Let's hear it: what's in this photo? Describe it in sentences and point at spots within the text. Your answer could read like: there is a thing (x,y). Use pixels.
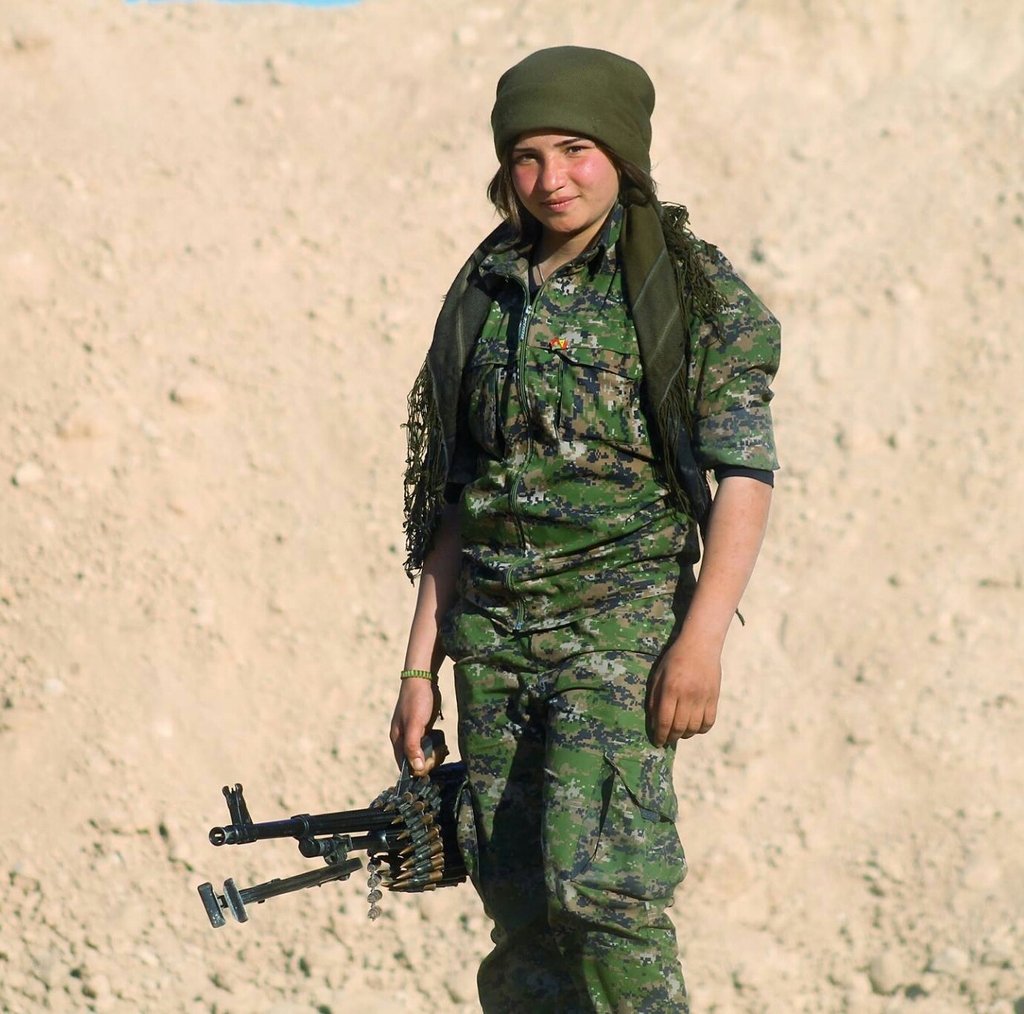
In this image I can see the person (461,517) with the military dress (562,591) and holding the weapon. And I can see the cream color background (88,307).
